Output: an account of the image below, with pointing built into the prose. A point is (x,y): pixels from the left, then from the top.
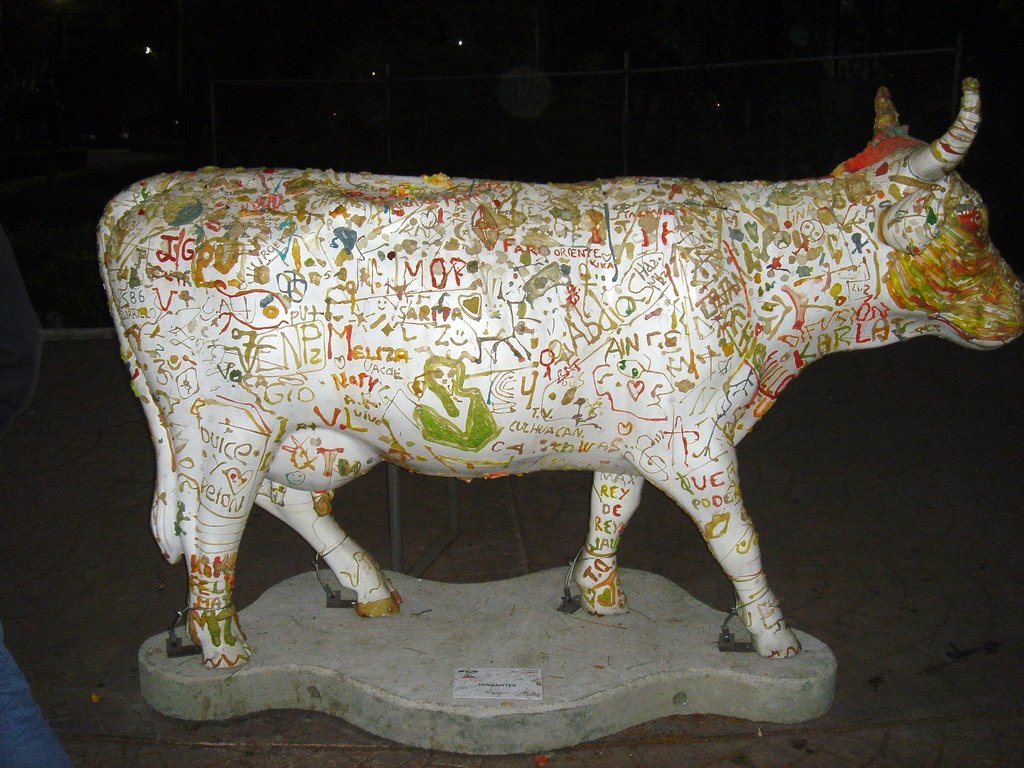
This picture seems to be clicked outside. In the foreground (226,655) we can see the sculpture (659,316) of an animal (757,323) and we can see the text (322,458) and some drawings (473,420) on the animal (329,373). In the background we can see the lights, metal rods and many other objects (154,154).
